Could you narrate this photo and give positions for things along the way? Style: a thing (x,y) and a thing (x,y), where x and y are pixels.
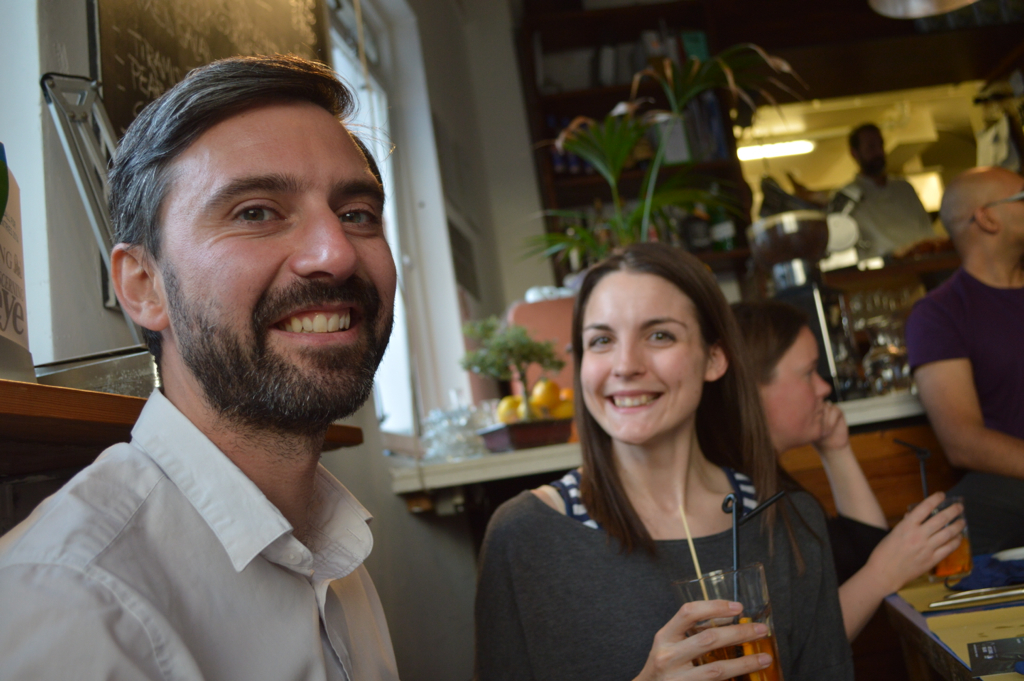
In this image we can see people (688,615) holding glasses (740,620) in their hands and we can also see plants (728,201) and lights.
